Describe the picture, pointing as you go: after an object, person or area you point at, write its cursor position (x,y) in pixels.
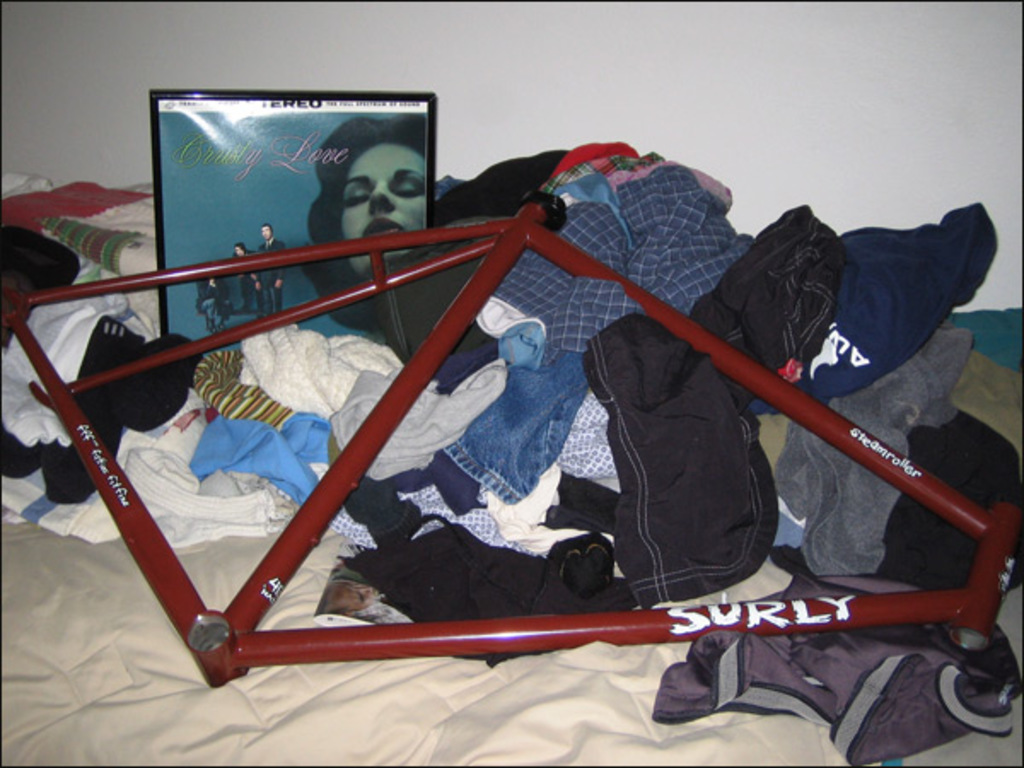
In this picture, we see a maroon color bicycle frame (296,259). Beside that, we see a blue color board (250,234). At the bottom of the picture (290,677), we see a white color bed sheet (319,673). We see clothes (603,367) are placed on the bed sheet (439,715). In the background (511,134), we see a white wall (535,107).
